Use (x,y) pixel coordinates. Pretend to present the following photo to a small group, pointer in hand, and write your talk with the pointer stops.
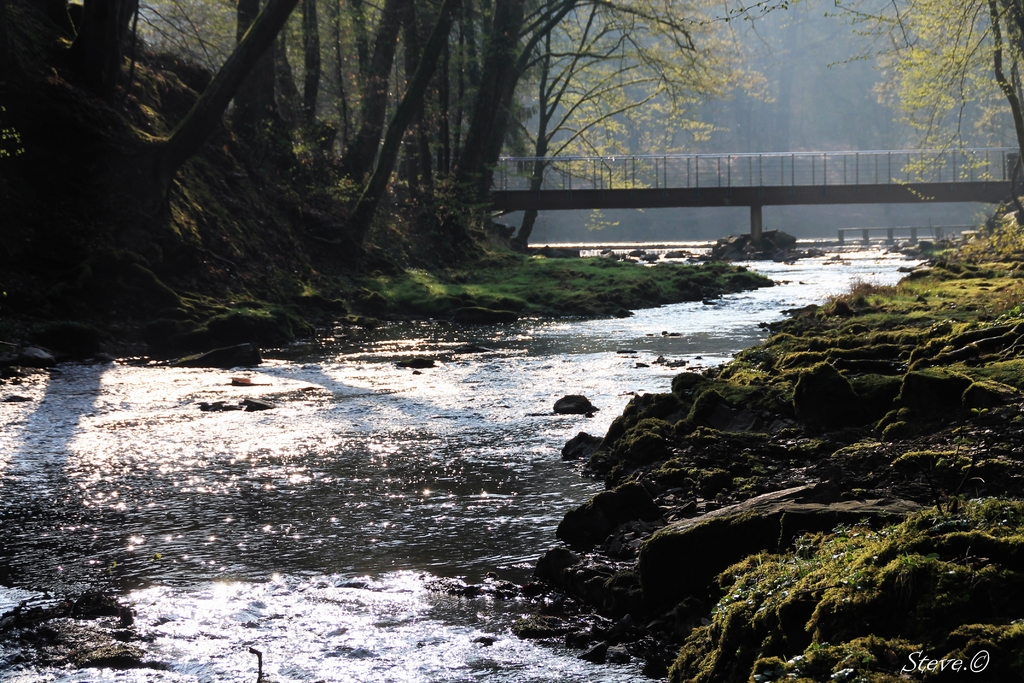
In this picture we can see a bridge (569,198), grass (601,289), water (608,318), stones (660,452) and in the background (875,19) we can see trees (383,145).
